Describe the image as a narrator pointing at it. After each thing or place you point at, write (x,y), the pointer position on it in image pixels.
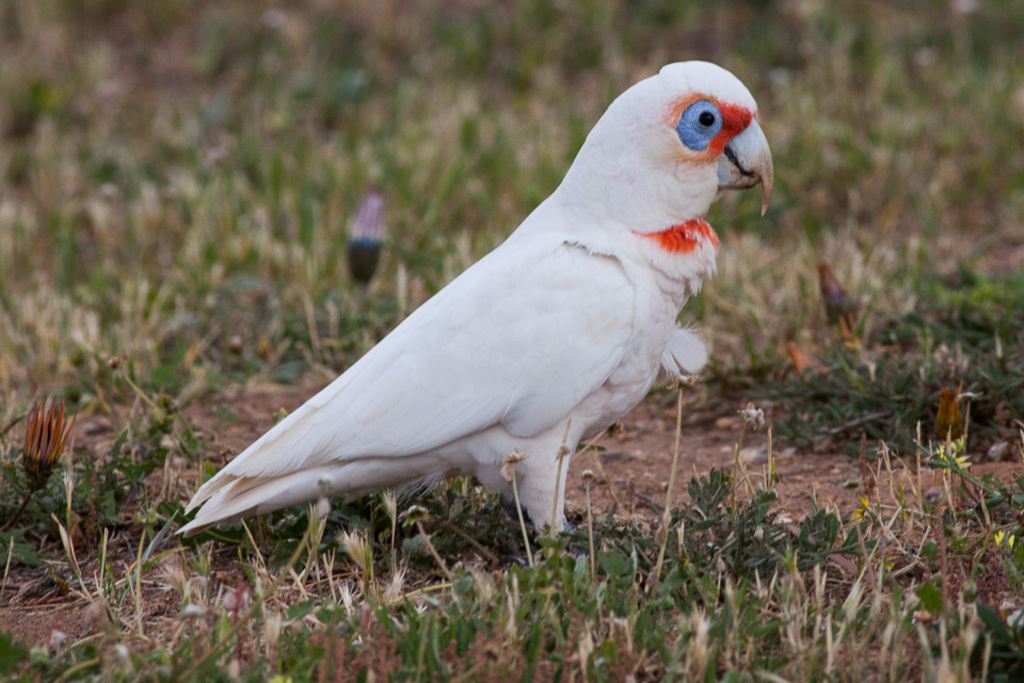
There is a white color bird (591,290) standing on the grass (570,549) on the ground (595,621) near plants (137,412) which are having flowers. And the background (832,44) is blurred.
